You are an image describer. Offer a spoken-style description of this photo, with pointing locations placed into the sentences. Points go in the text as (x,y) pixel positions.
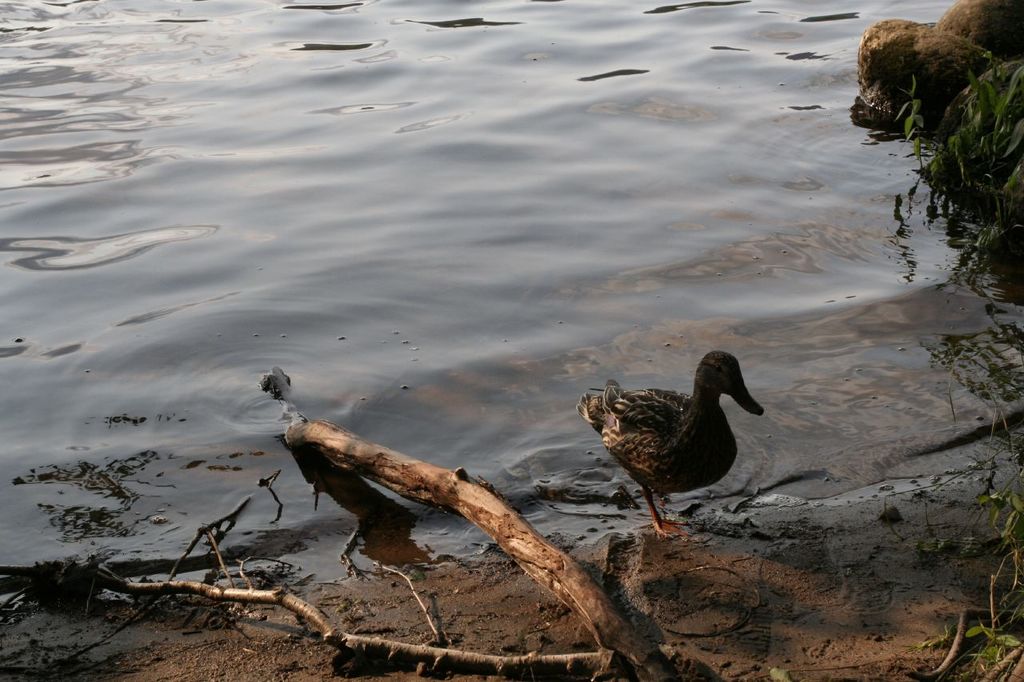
In this image there is a duck (687,475) standing on the ground (291,630). At the bottom (482,620) there is the ground (534,605). There are sticks (409,476) on the ground (520,628). Beside the ground (511,589) there is the water (496,217). In the top right (881,98) there are stones (935,47) and leaves (960,140) of a plant (944,177).
